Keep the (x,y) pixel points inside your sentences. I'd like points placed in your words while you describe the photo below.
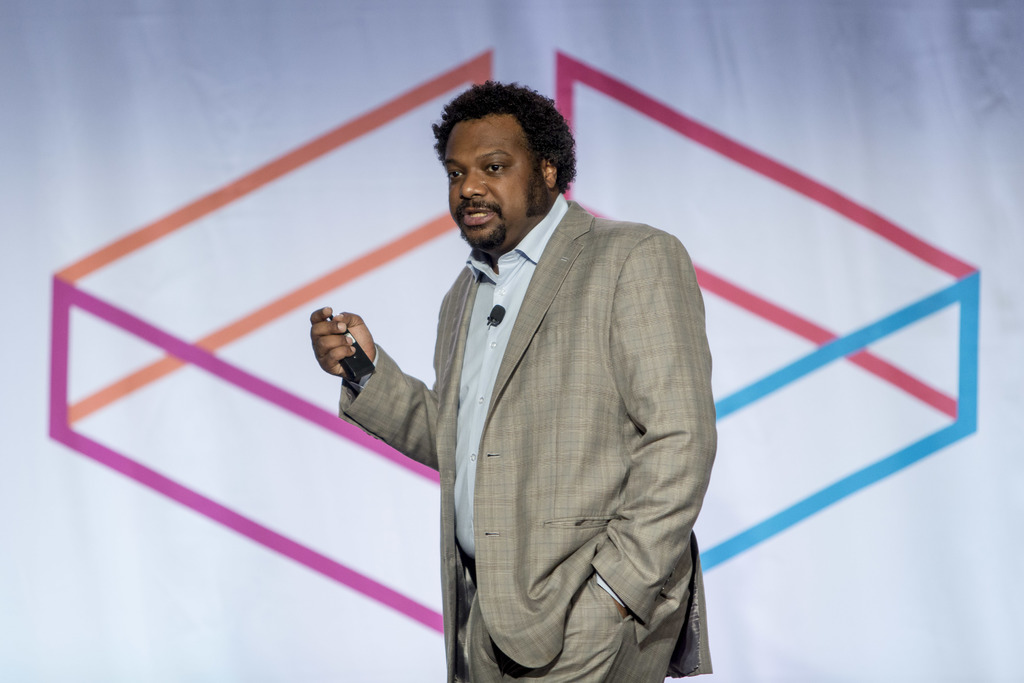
In the middle of this image (510,440), there is a person (591,305) in a gray color suit (603,379), holding a device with a hand (346,321) and speaking. In the background (662,148), there is a painting (864,478) on a white colored surface (192,85).
